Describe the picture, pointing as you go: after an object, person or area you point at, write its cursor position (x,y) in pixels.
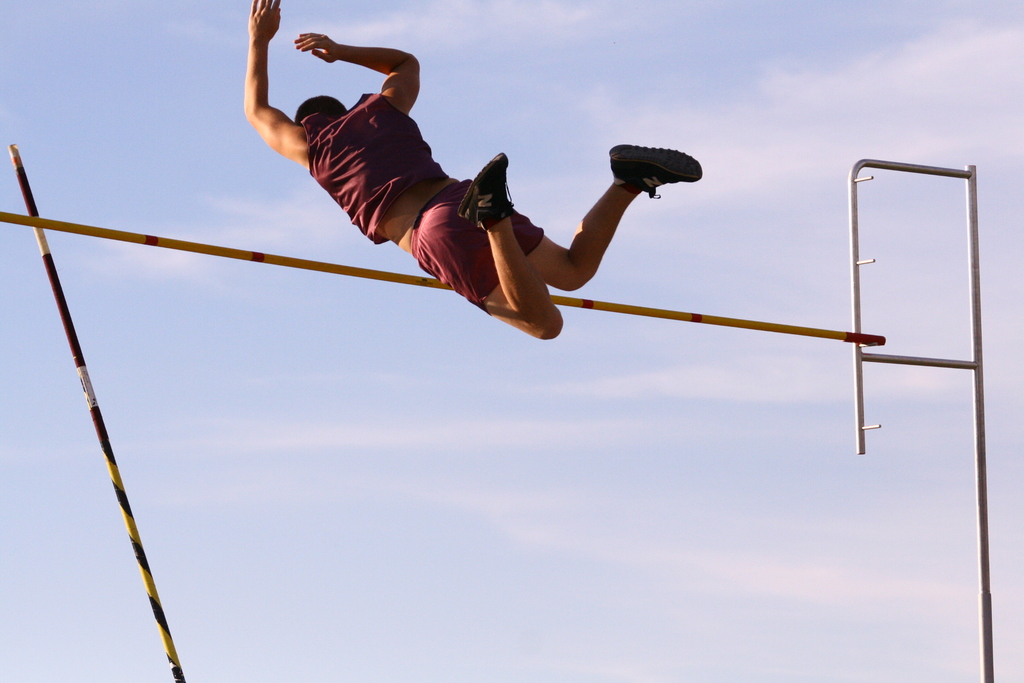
In the middle of the image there are some sticks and a person (372,198) is jumping. Behind him there are some clouds (825,89) and sky (733,67).
